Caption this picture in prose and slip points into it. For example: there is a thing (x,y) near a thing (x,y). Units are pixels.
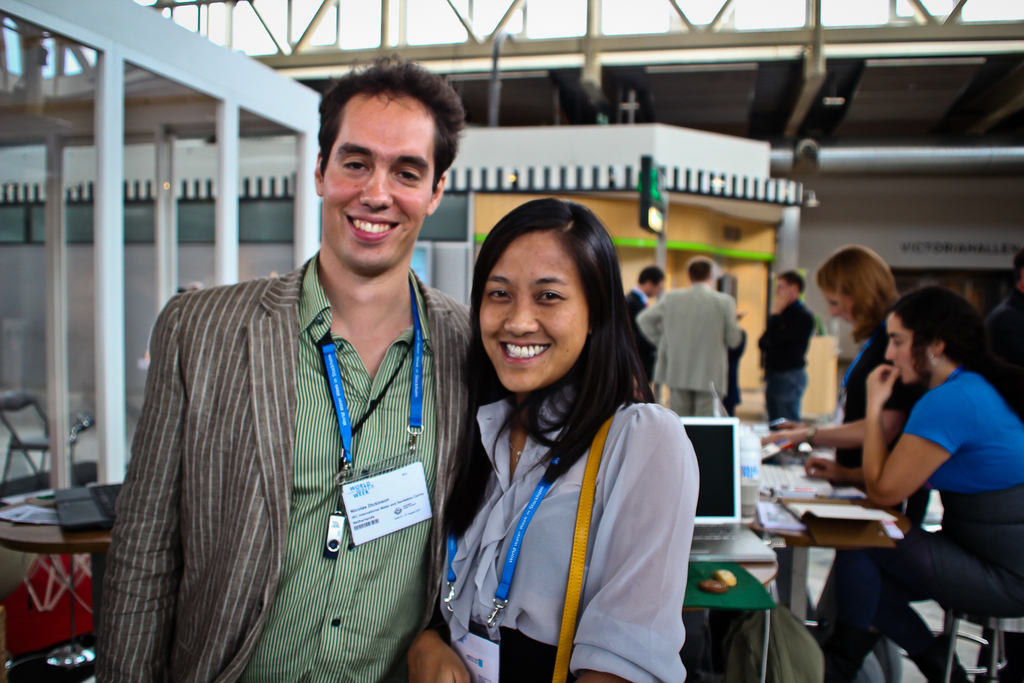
In this image I can see the group of people (530,353) with different color dresses (440,378). I can see one person (885,593) is sitting on the stool (951,622) and there is a table (750,496) in-front of two people (898,613). On the table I can see the system (728,509) and many papers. In the background (681,301) I can see few more (707,303) and these people (524,314) are inside the building (760,280).
